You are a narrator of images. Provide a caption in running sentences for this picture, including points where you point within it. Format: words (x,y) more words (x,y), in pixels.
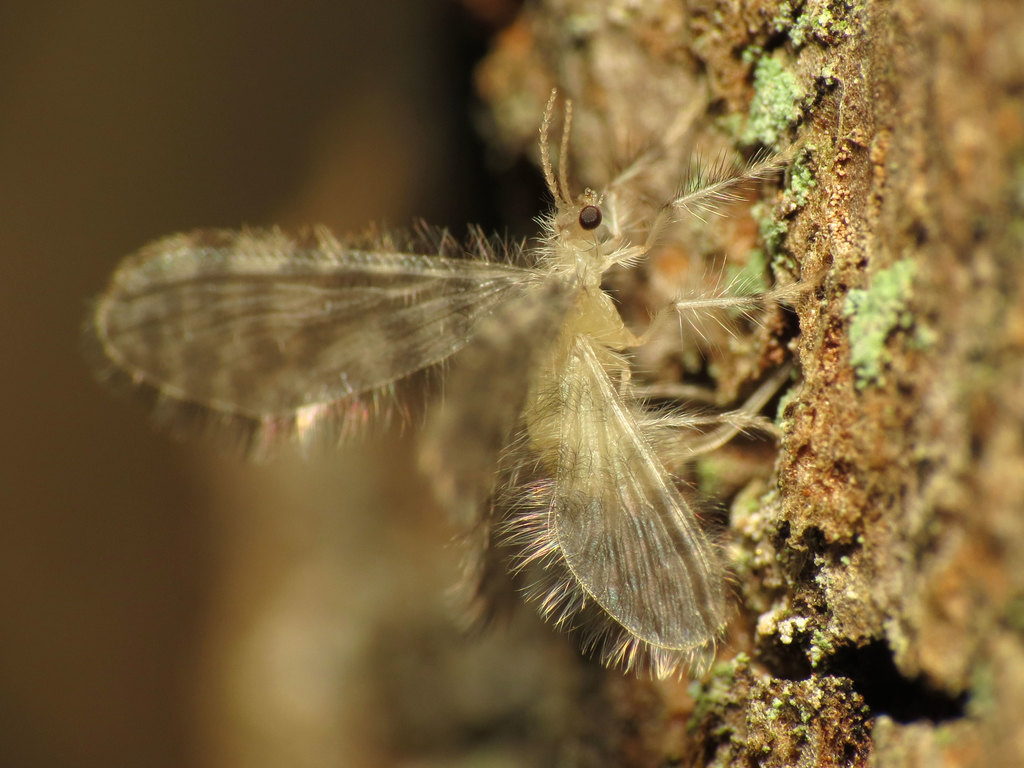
In this image, I can see an insect (723,418). These are the wings (351,265). This is the bark (877,195). These look like tiny lichen (790,97).
